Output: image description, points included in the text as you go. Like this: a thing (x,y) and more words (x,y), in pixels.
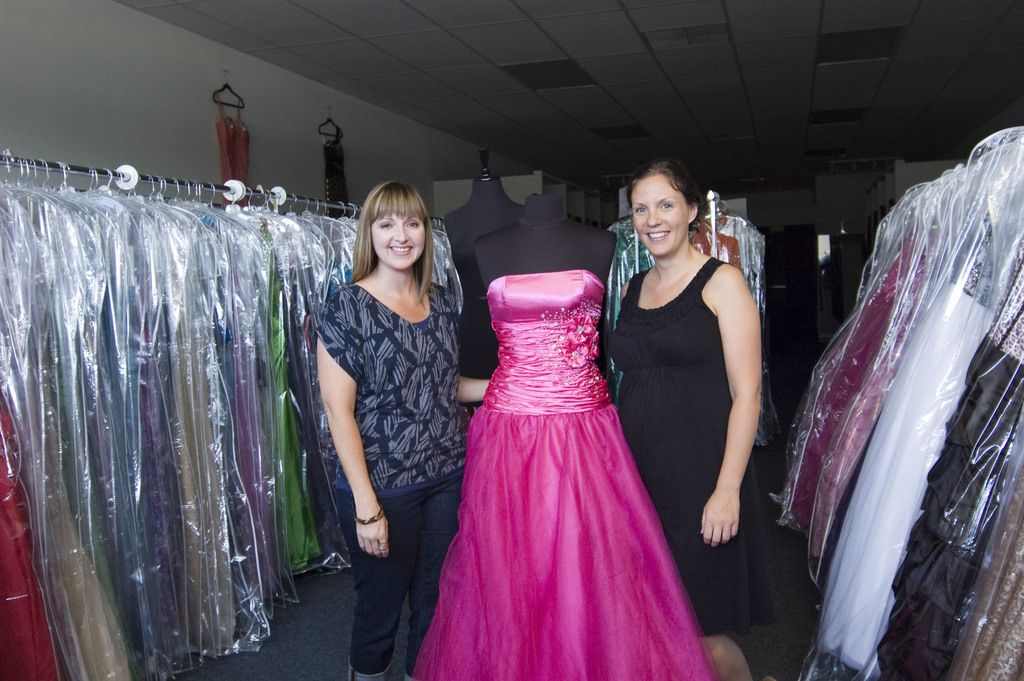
In this picture we can see two women (658,382) are standing and smiling, there is a dress (526,353) in the middle (530,331), on the right side (968,351) and left side (264,324) there are clothes (279,338) and covers (36,334), in the background (346,128) there is a wall (403,128), we can see the ceiling (607,65) at the top of the picture (594,47).
